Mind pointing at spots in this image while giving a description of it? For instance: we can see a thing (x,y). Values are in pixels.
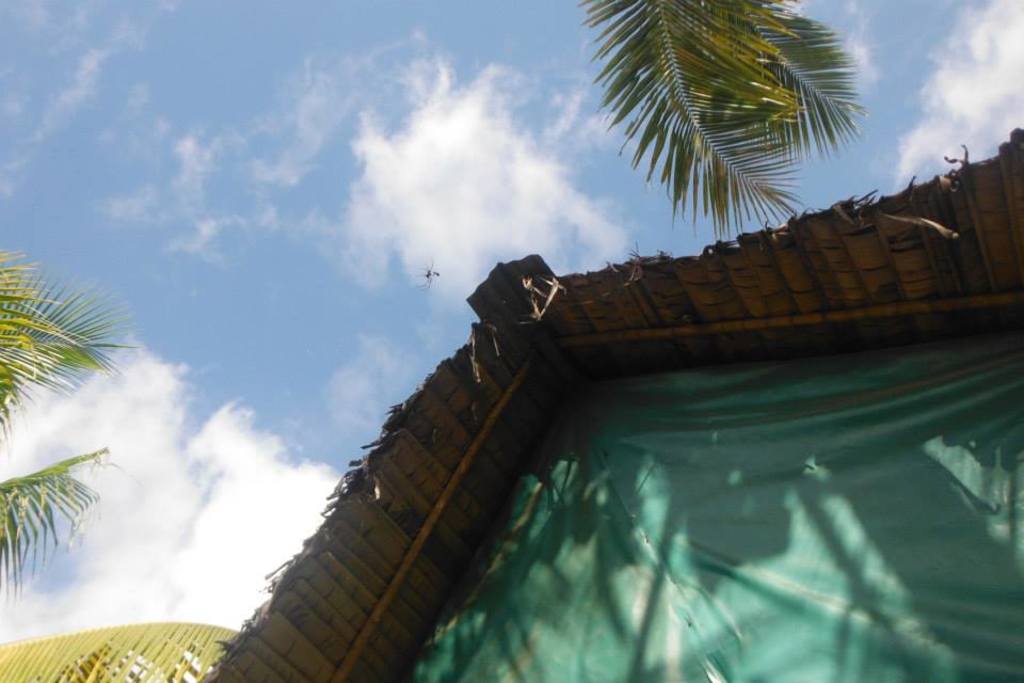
In this image, in the foreground (984,197) I can see a tent house (478,312), and in the background (428,328) I can see the sky (490,138).
